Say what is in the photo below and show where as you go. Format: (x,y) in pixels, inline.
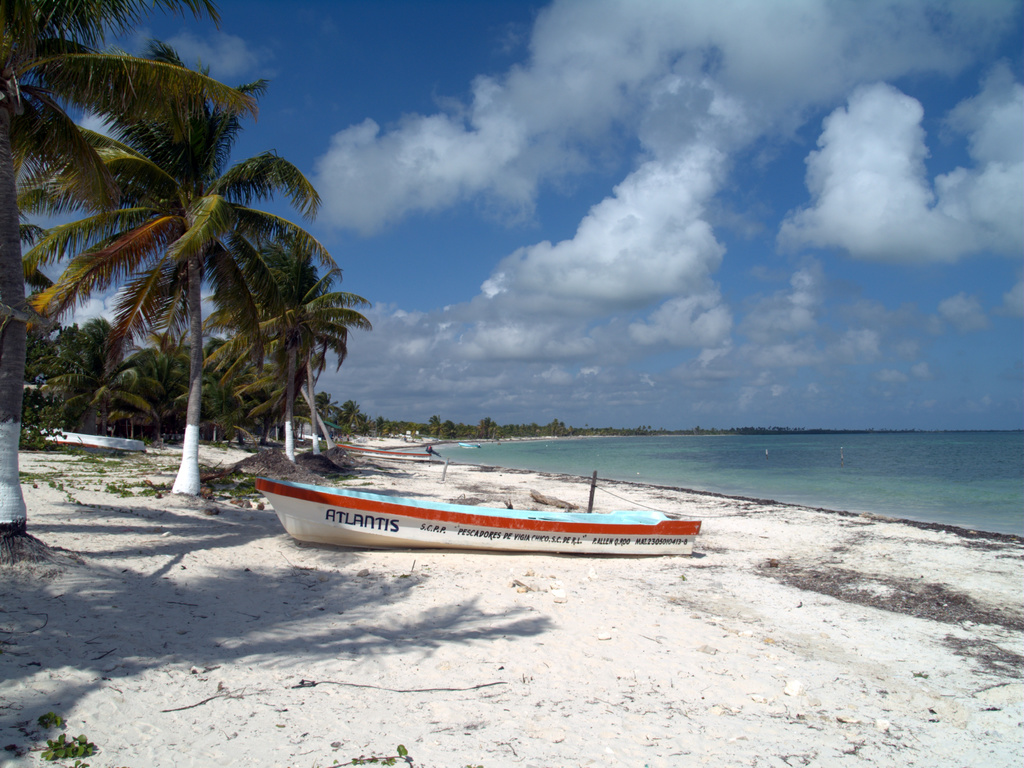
In this picture we can see a boat (535,529) here, on the right side (890,490) there is water (894,487), we can see some trees (91,353) on the left side (102,388), there is the sky (693,237) at the top of the picture (679,166).
